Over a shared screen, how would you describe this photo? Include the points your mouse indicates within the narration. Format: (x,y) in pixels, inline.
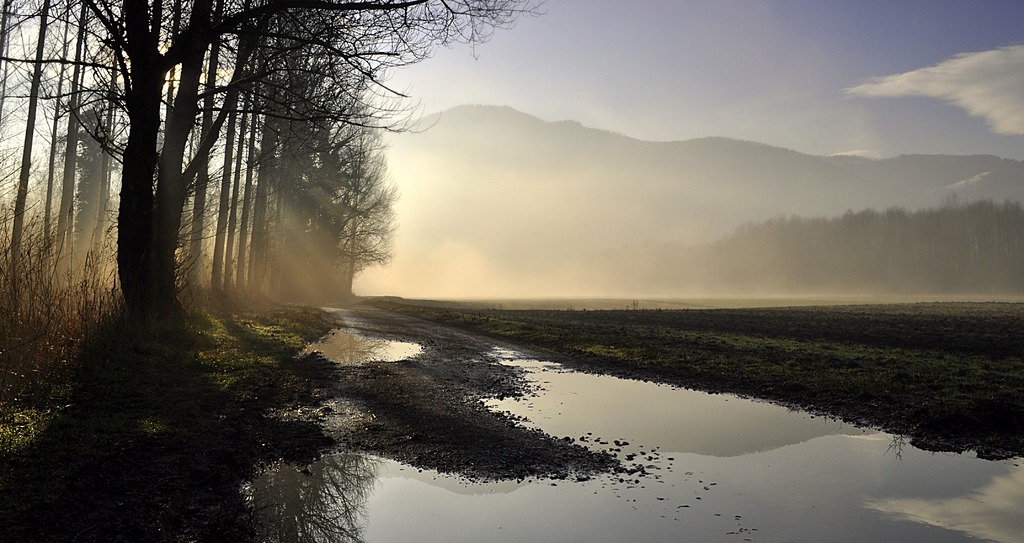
In this picture there are mountains (600,183) and trees (347,138). At the top (752,36) there is sky (877,11) and there are clouds (1023,119). At the bottom (720,457) there is water (720,457) and there is grass (198,420) and ground (583,367) and there is a sun light (599,270).
